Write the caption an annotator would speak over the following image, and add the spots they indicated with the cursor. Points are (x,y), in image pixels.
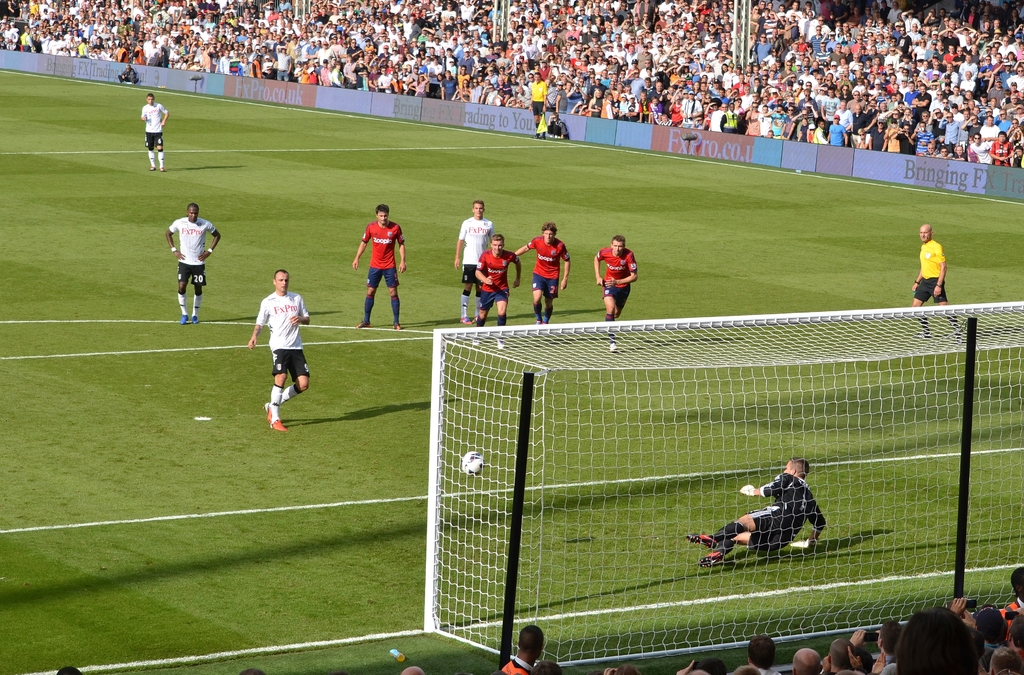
In this image I can see football ground (254,288) and on it I can see number of people (393,273) are standing. I can see few of them are wearing white colour jersey (474,233) and few are wearing red. Here I can see goalpost (500,509), a white colour football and white lines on ground (216,421). I can also see number of people (696,12) and I can also see something is written on these boards (882,166).
